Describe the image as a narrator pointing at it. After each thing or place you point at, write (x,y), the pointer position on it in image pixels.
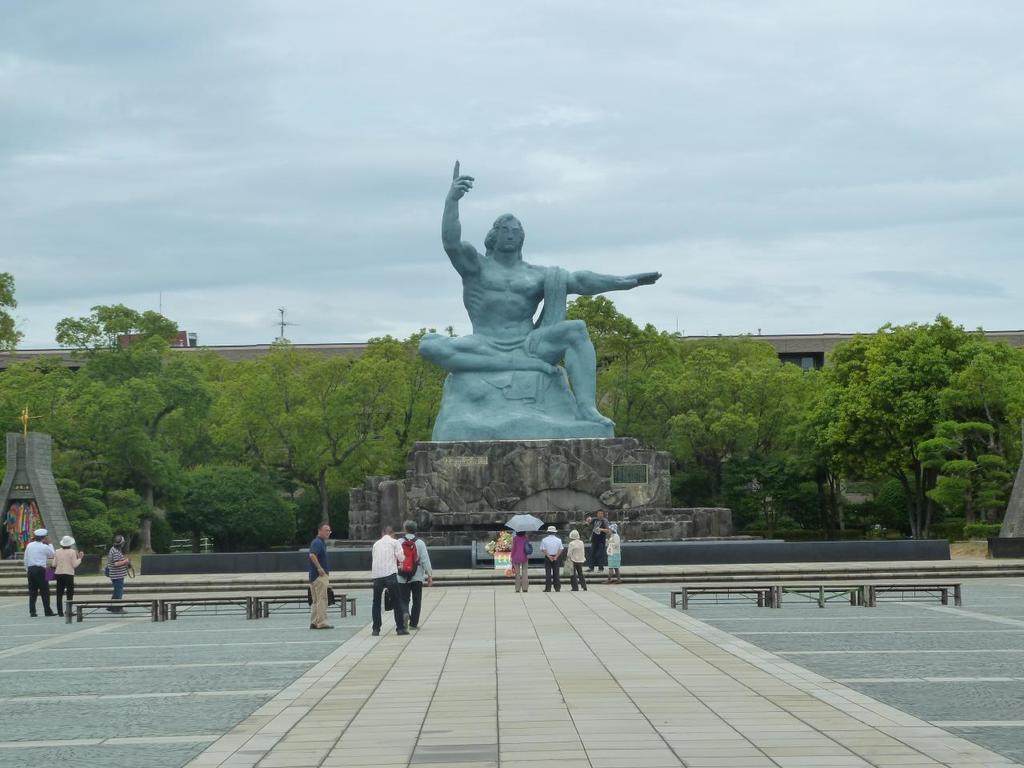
In this image we can see a statue (527,403). In the background of the image (715,403) there are trees (236,374), buildings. In the foreground of the image (405,594) there are people (315,590) standing. There are benches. At the bottom of the image (683,671) there is floor (594,635). At the top of the image (408,118) there is sky (317,53).
